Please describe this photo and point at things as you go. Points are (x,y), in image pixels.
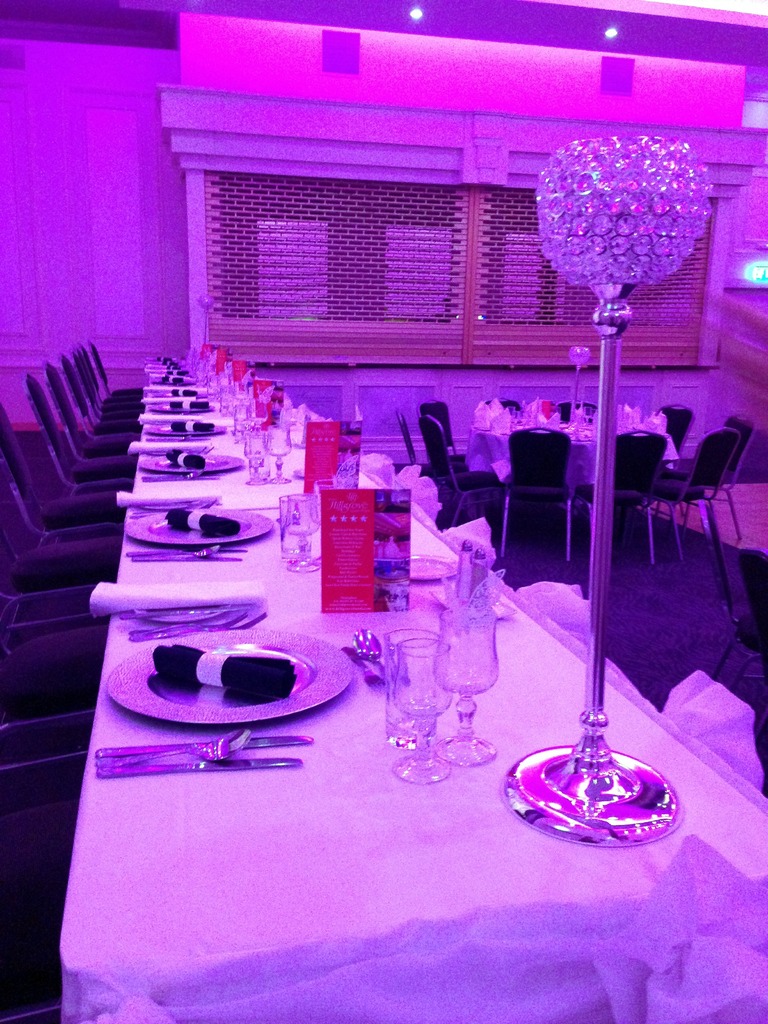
In this picture we can see a few plates (298,698), cloths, cards (363,514), glasses (430,719), spoons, knives (140,752) and other objects (610,330) on the table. We can some chairs (27,559), lights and a table (578,485) in the background (536,466).
